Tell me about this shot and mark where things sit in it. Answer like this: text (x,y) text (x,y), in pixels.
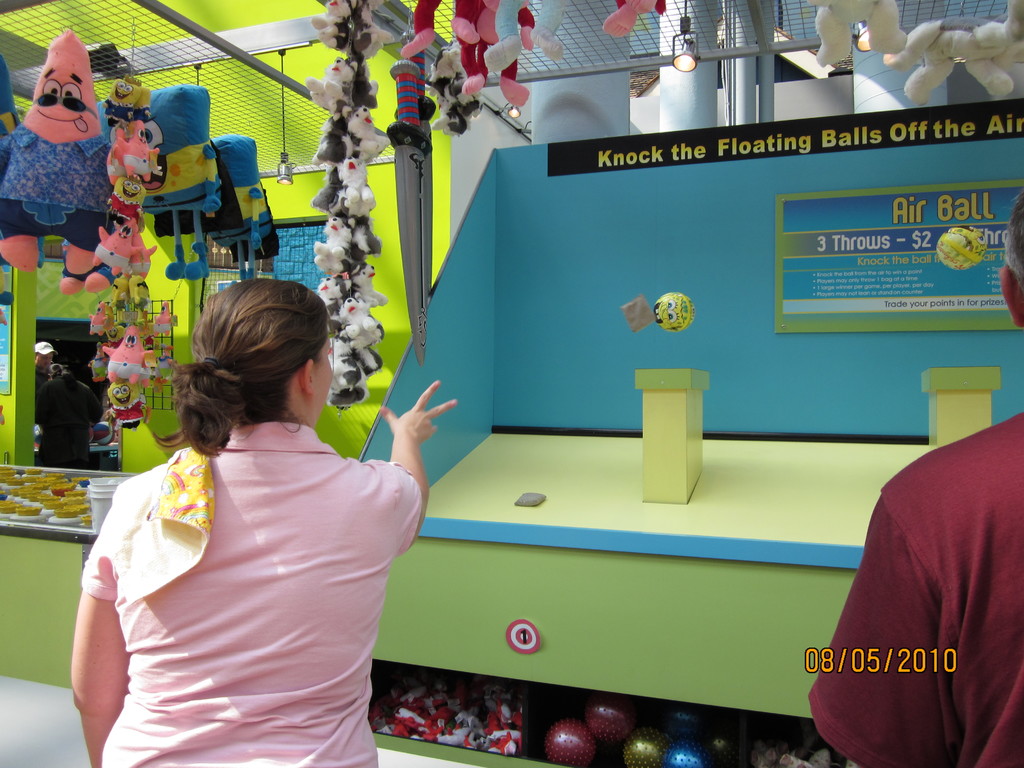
In this image I can see a person (237,510) standing wearing pink color shirt (313,584), in front I can see two balls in yellow and white color, few toys (81,158) in multi color, background (291,120) the wall (381,184) is in green color.
